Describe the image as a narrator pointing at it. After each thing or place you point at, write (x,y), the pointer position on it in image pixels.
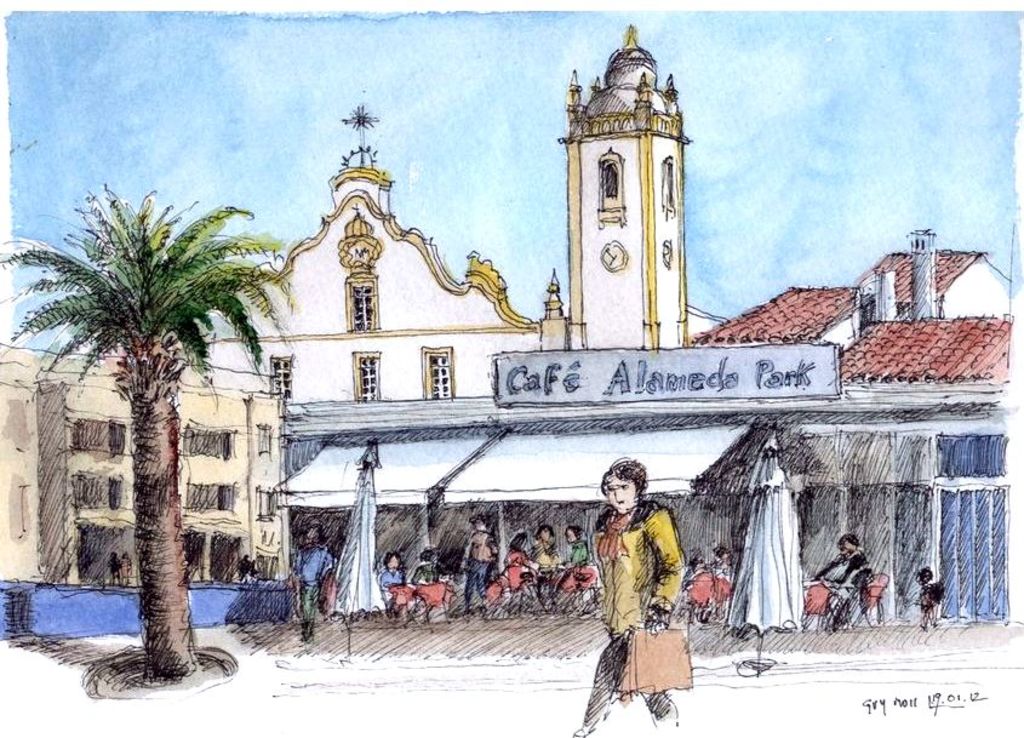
In this image we can see there is a sketch (566,404) of a building (556,425), in front of the building (558,545) there are a few people (550,562) standing and few are sitting on their chairs (709,573), there is a lady (612,691) walking, behind the lady (606,609) there are two canopy's (348,577), beside them there is a coconut tree (152,459). In the background (790,87) there is the sky (711,98).
